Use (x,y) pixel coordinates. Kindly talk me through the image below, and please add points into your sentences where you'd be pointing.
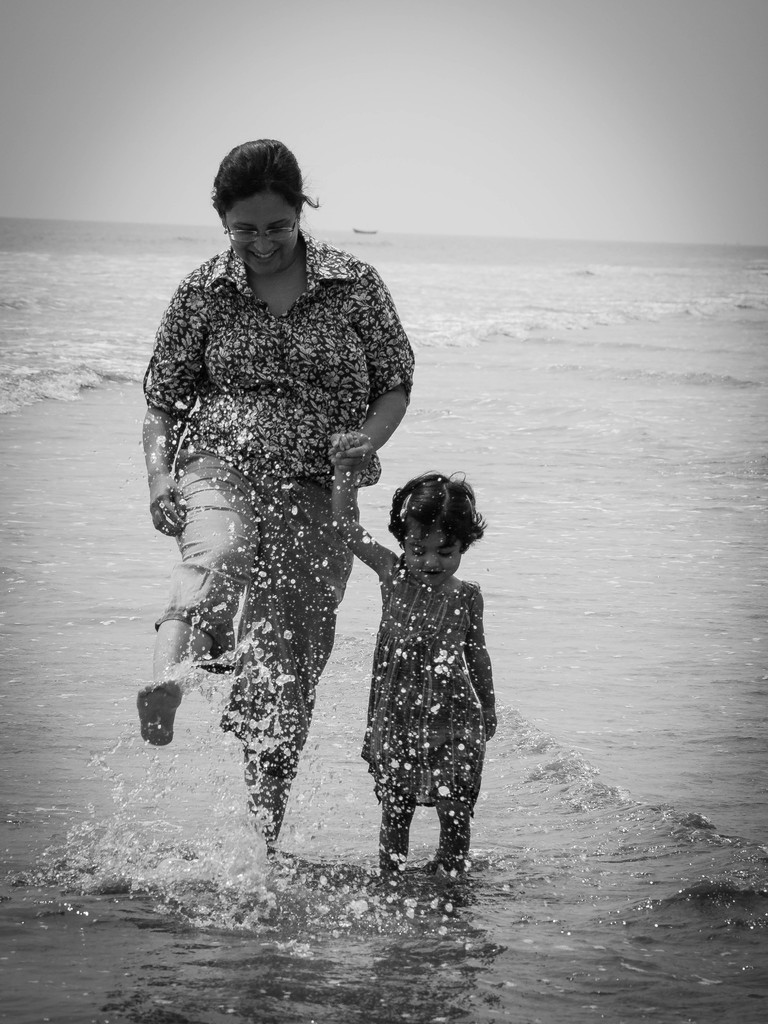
This is a black and white image of lady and girl (451,844) playing in the beach (574,553).
